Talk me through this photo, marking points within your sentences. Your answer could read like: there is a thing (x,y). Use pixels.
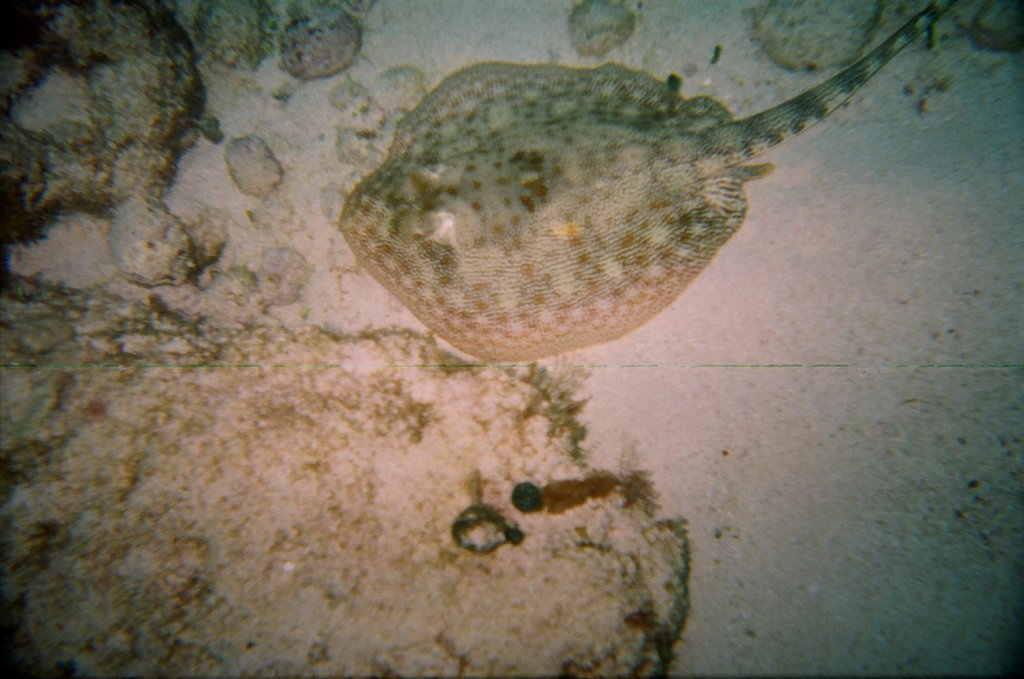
There is a sea animal (645,119) in the underwater (706,280) near stones (92,39). And the background (810,222) is white in color.
